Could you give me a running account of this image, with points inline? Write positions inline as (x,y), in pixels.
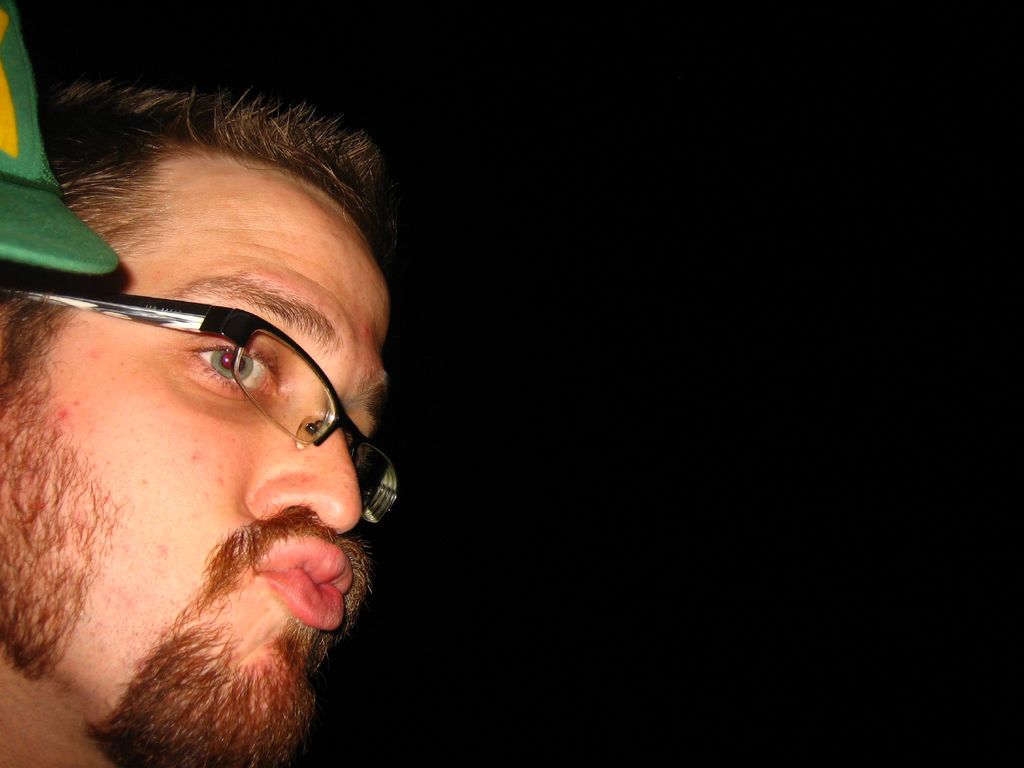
In this image we can see a man (254,600) wearing glasses (365,517).
